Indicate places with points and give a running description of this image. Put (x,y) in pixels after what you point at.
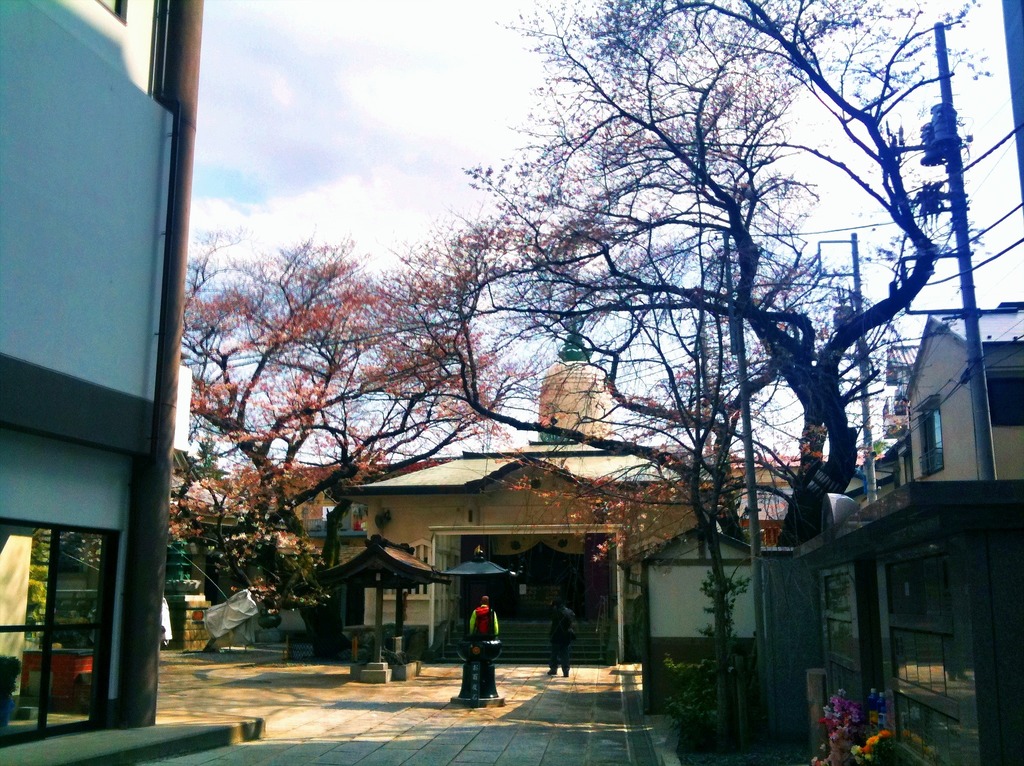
The picture is taken outside a building (14,144). On the left (104,178) there is a building (128,384). On the right (861,531) there are poles (947,150), cables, trees (823,440), flowers (844,727) and buildings (919,599). In the center of the picture (505,464) there are trees (301,469), people (475,609) and buildings (418,523). It is sunny.
